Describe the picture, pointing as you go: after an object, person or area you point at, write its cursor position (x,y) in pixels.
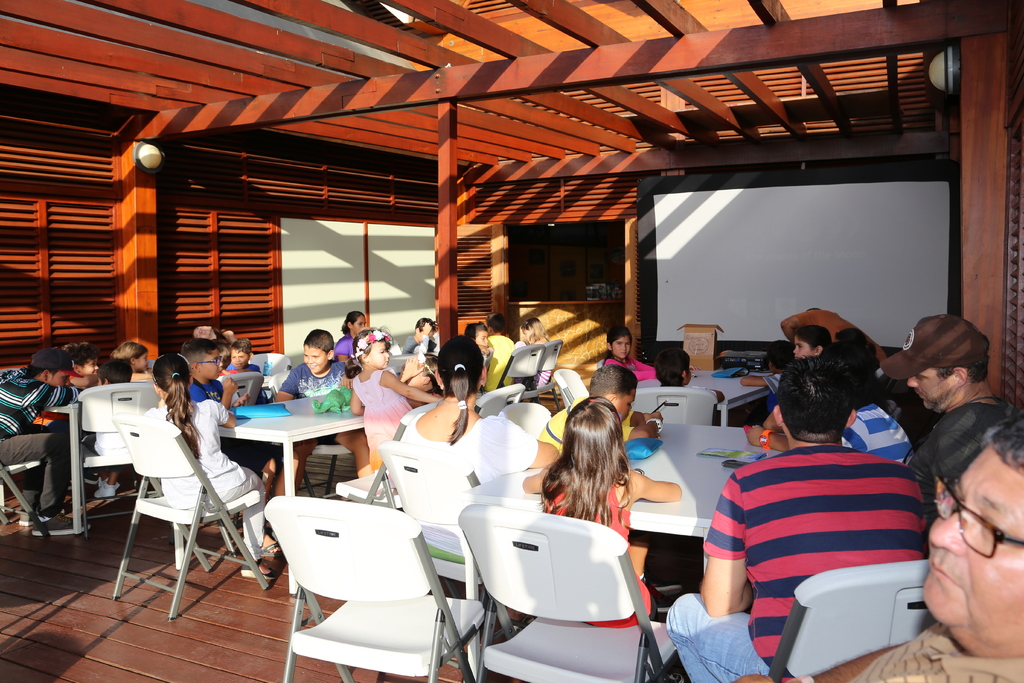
people (731,544) the sitting on the chairs (166,448) around the tables (719,477). behind them there is a white screen (791,239).
